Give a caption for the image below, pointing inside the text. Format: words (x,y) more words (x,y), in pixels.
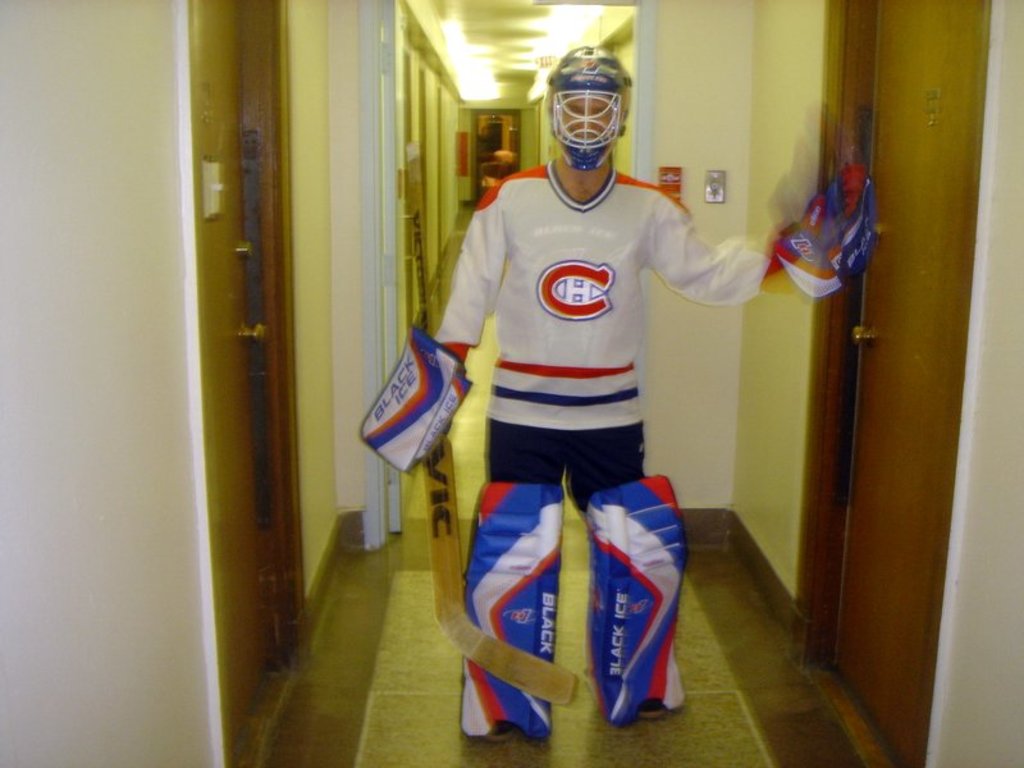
In this image I can see a man (399,428) is standing and I can see he is wearing sports wear (534,211). I can also see he is wearing gloves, a helmet (603,151) and leg pads (527,511). I can also see he is holding a stick (445,515) and on the both sides of the image I can see number of doors (224,456). In the background (454,21) I can see number of lights (560,28) on the ceiling (519,27).
